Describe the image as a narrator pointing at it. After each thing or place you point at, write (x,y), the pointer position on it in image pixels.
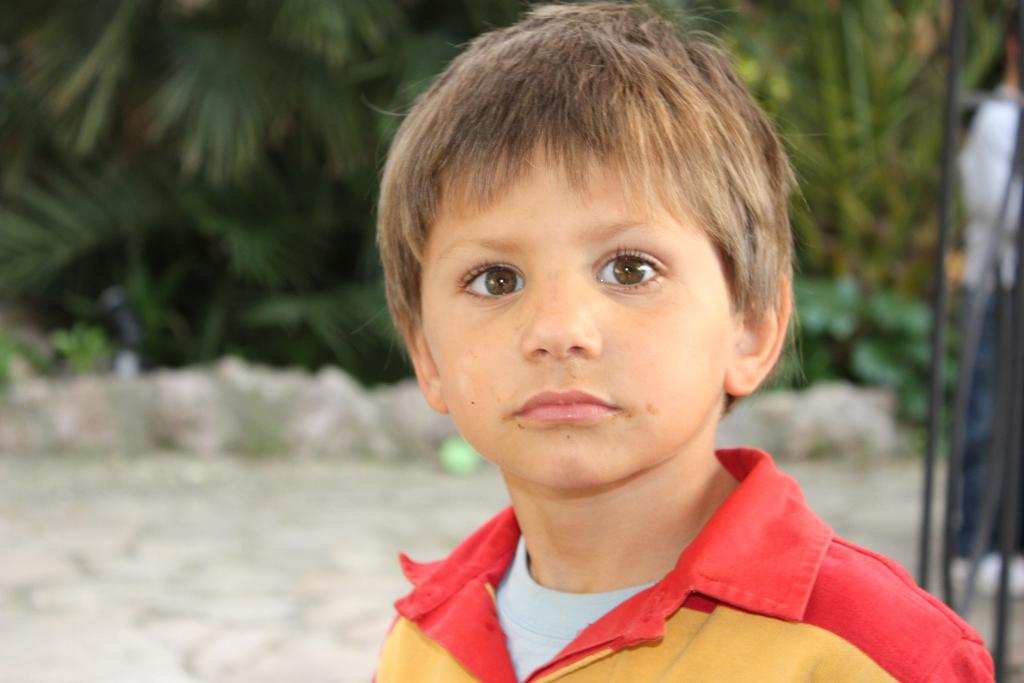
In the picture we can see face (548,385) of a kid (532,545) who is wearing red and yellow color T-shirt (693,599) and in the background (215,182) there are some trees (241,172).
